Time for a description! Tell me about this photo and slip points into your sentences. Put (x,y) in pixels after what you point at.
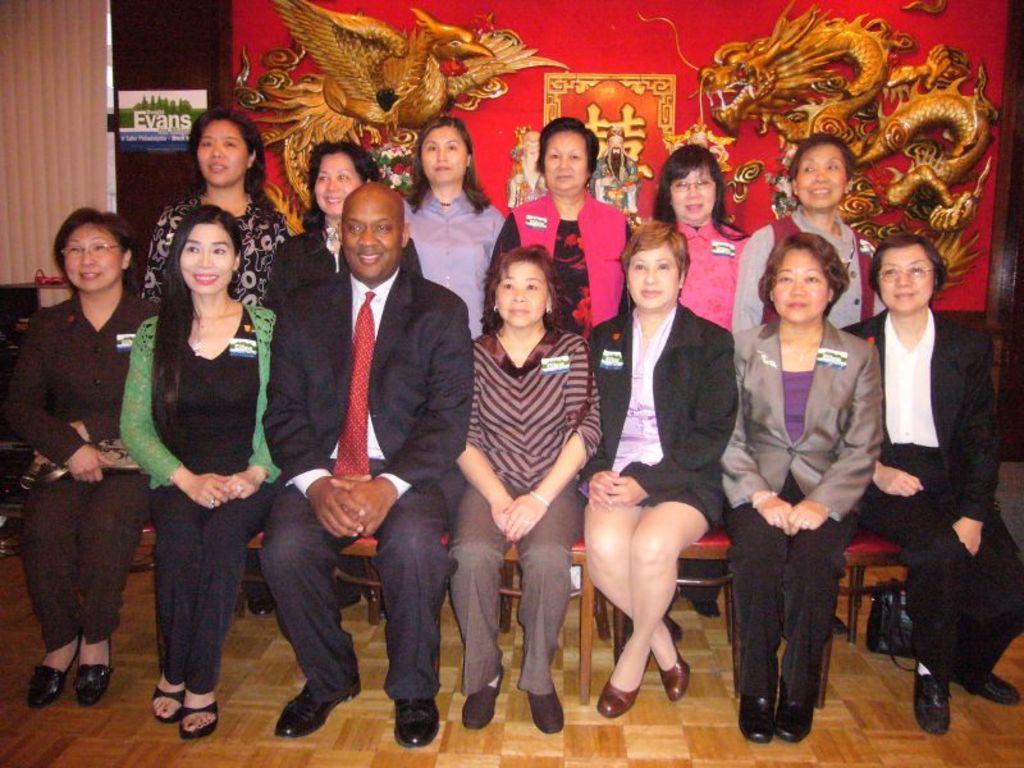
In this image, I can see few people (395,495) sitting on the chairs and few people (483,213) standing. This is a floor (681,735). In the background (417,58), that looks like a wall painting (589,33). I think these are the sculptures (621,135). This looks like a poster (169,128), which is attached to the wall (169,73).
